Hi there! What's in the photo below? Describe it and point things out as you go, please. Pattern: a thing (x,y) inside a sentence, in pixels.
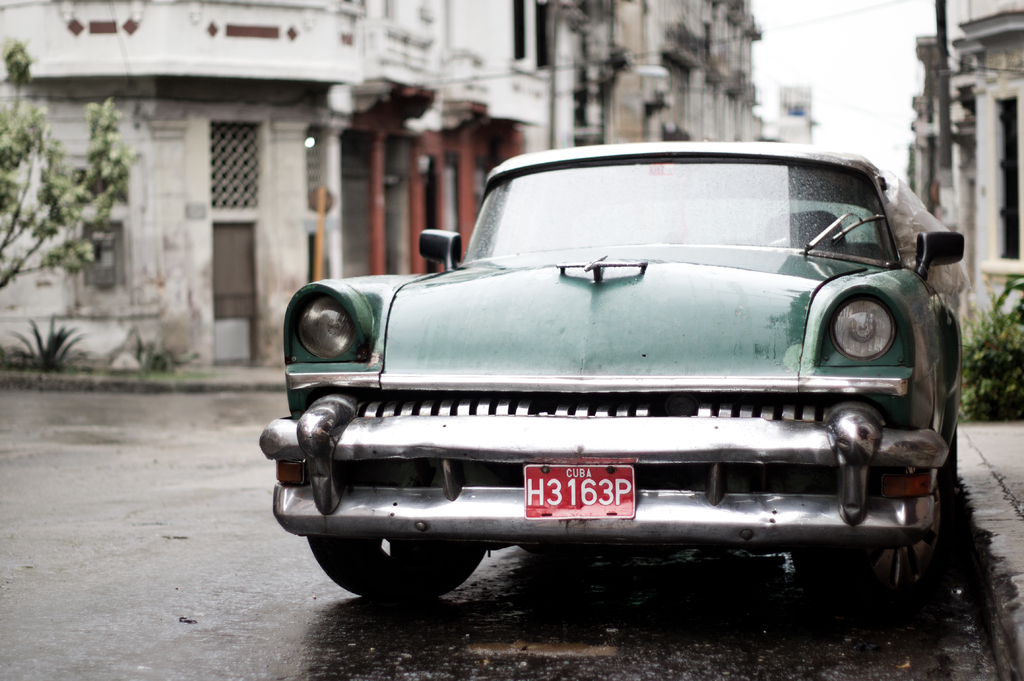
In this image we can see there is a car (632,387) on the road (219,393). And there is a building (532,124) and a pole (942,102). There are trees (94,162), Plants (49,343) and a sky (779,71).
